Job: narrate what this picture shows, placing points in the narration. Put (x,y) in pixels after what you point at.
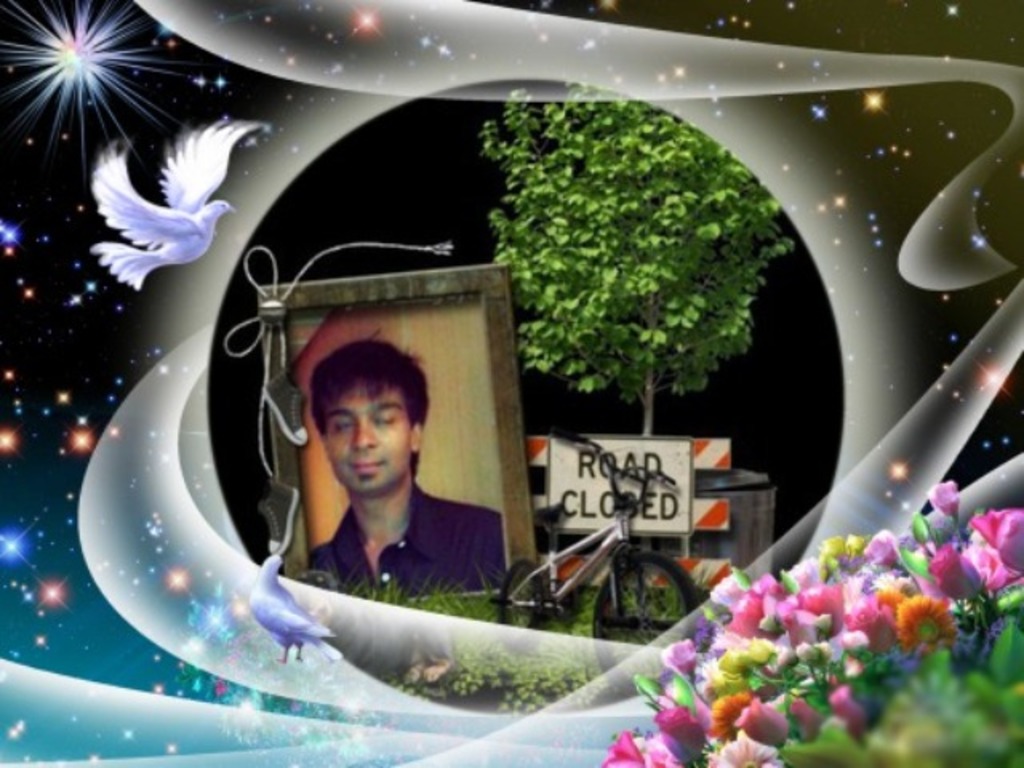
This picture is an edited picture. In this picture there is a picture (468,517) of a person (490,537) in the frame (359,517) and there is a bicycle (558,555) and there is a board (633,440) and tree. At the bottom right (742,628) there are flowers (790,580). On the left side of the image (277,616) there are birds (280,600). At the back (98,56) there are stars (67,60).
